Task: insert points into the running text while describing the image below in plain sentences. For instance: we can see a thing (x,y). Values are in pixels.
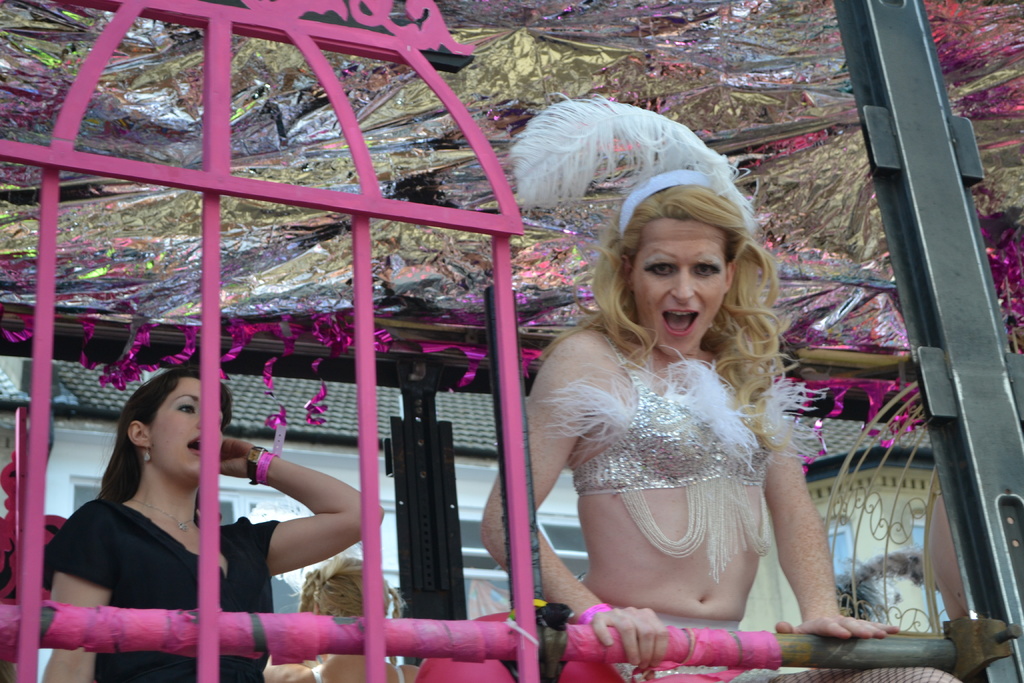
Here we can see two women (544,470). In the background (461,535) there is a house (780,588).
